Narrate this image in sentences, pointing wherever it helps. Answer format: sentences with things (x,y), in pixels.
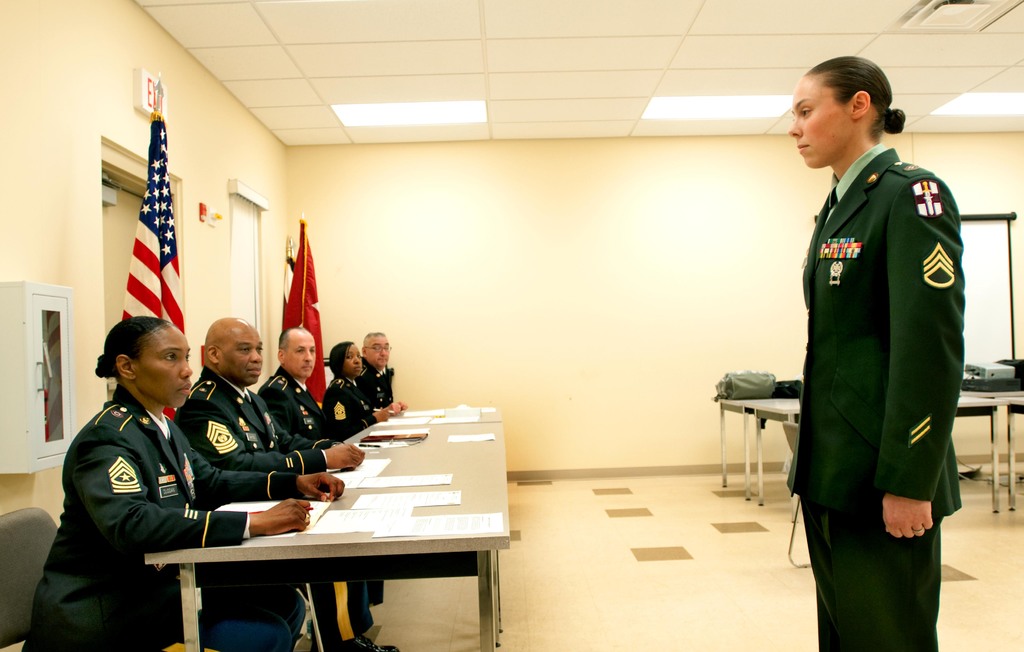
In this image we can see a woman (892,310) standing. On the left (192,465) we can see the people (218,349) sitting on the chairs (16,568) in front of the table (382,546). We can also see the flags (167,254), doors (236,256), exit board (135,80), tables (770,400) and also some other objects (1023,365). We can also see the board (980,250), wall (621,333) and also the ceiling (779,48) with the lights (460,113).
